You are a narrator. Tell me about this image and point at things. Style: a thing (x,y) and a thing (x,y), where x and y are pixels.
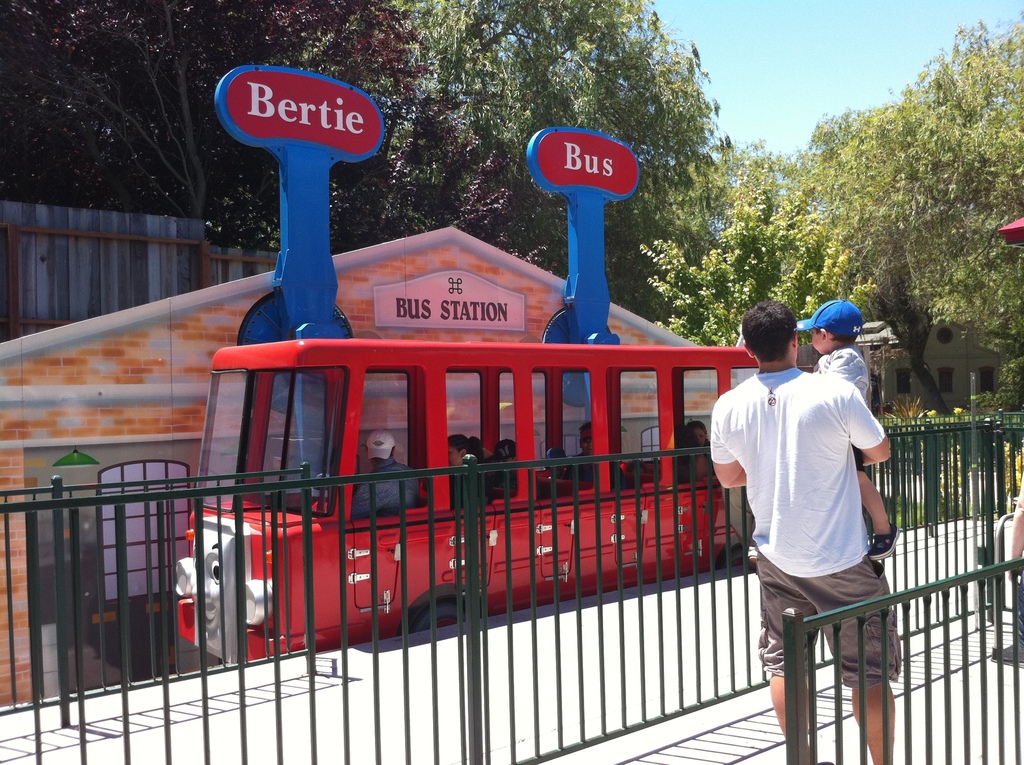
This is the picture of a person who is carrying a child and to the side there is a red color bus (451,554), in the bus (439,549) there are so many people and some trees (857,164) and plants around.
